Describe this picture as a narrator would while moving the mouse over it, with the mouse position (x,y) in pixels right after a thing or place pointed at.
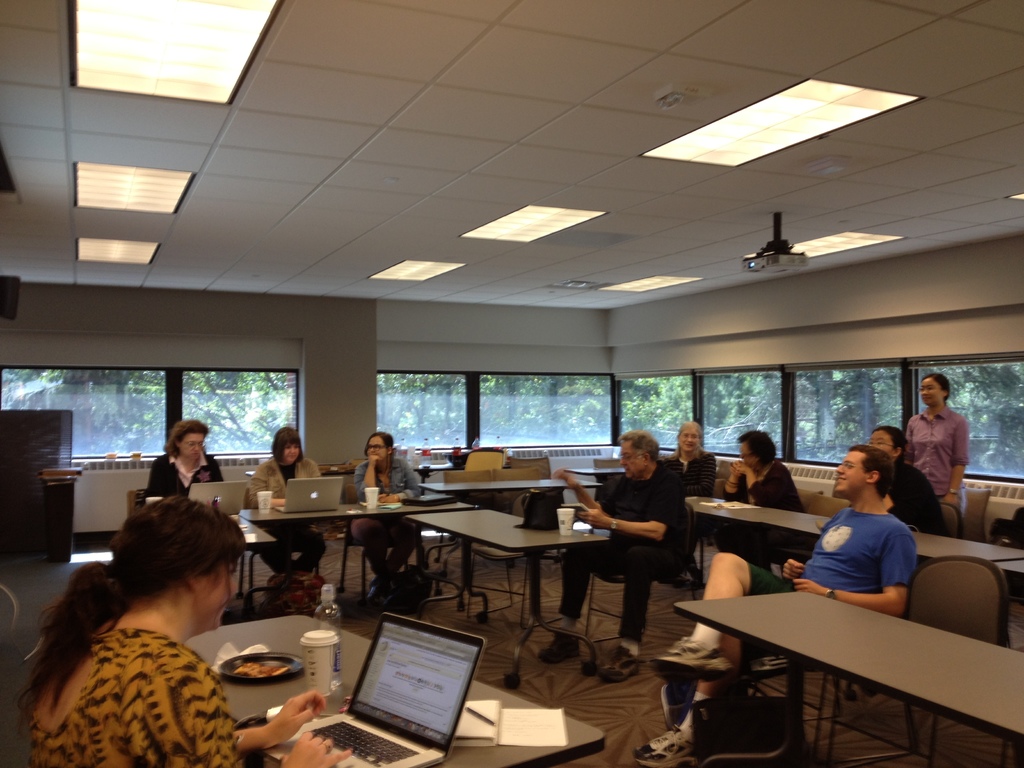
There are group of people (402,491) sitting on the chairs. This is a table (341,514) with laptops (321,504), tumblers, and plates (284,666) placed on it. This is a projector (766,265) attached to the rooftop (789,216). This is a ceiling lights (757,144). These are the windows (583,403), I can see trees (454,414) through the window (479,410).
